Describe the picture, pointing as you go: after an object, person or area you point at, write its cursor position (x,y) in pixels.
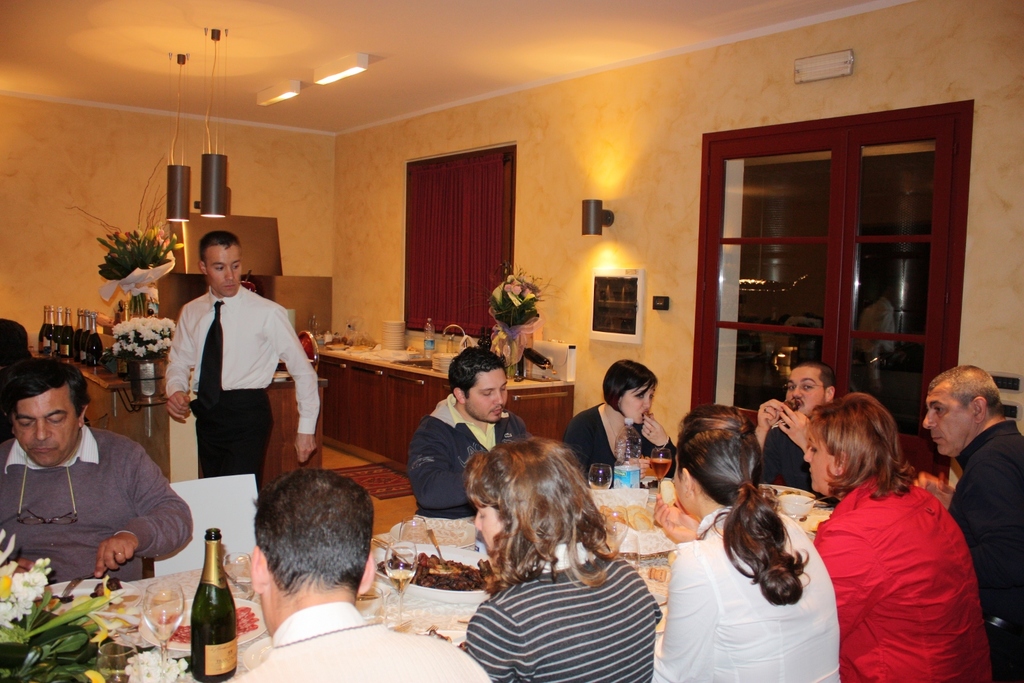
In this image there are group of people (755,479) sitting near table (448,562) and in table (179,586) there is wine bottle (199,655), glass (157,595), bouquet (186,668), plate (189,643), food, spoon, tissues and in back ground (222,257) there is another man (209,257) standing near the table (125,381), group of wine bottles (49,309) in the table (111,384), 2 bouquets (175,238), lamps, curtain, cupboard (348,381), plates (391,340), wash basin (448,361), door (699,360).
